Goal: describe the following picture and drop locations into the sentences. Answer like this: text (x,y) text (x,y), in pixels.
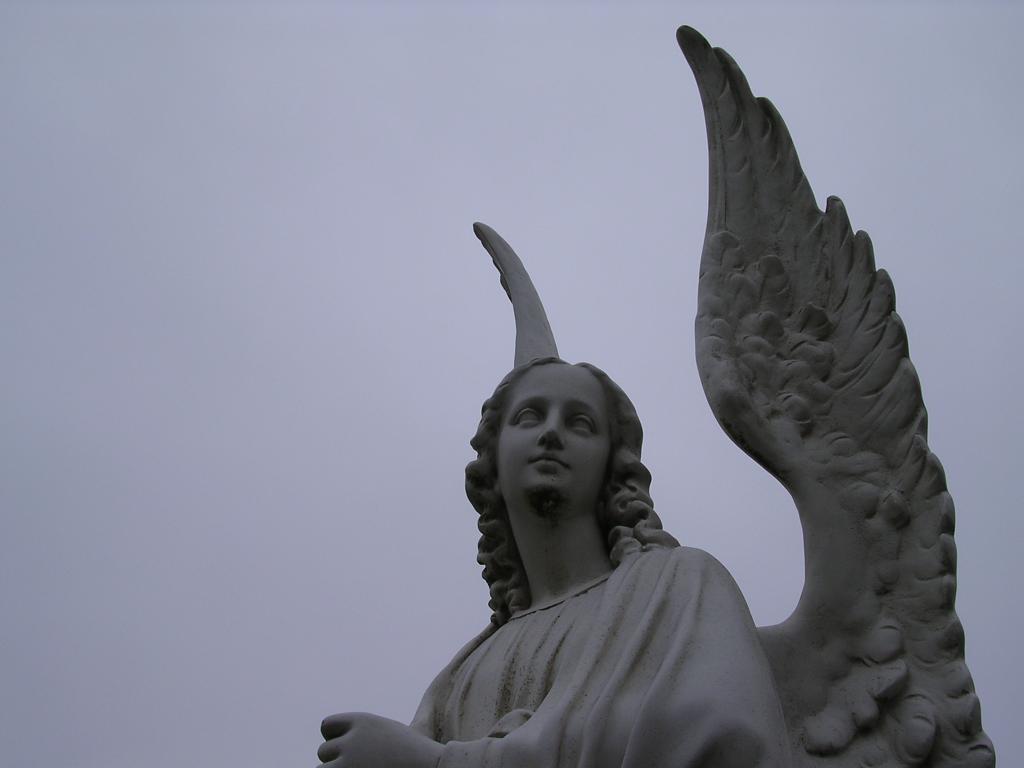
In this image there is a statue (569,600) of a girl (554,558) who is having the wings (847,587). At the top (329,195) there is the sky (312,286).
